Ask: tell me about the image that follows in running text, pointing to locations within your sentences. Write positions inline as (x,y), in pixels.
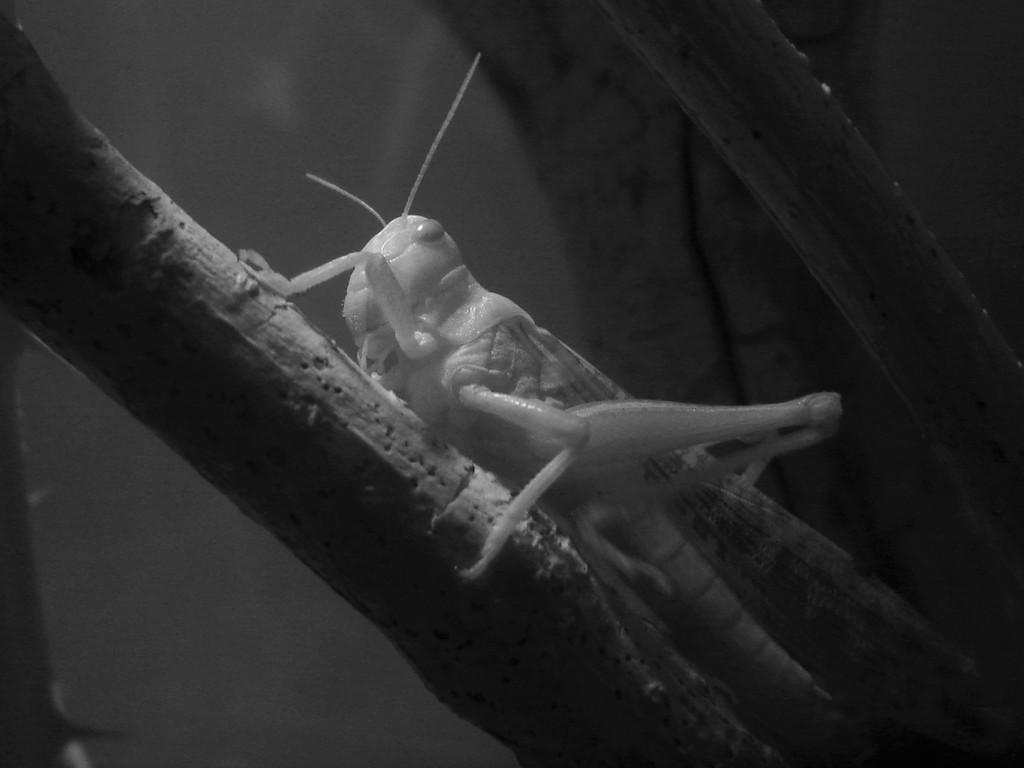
In this image there is a insect (514,514) on the tree (367,387). At the back side (238,182) there is a wall (203,81).
